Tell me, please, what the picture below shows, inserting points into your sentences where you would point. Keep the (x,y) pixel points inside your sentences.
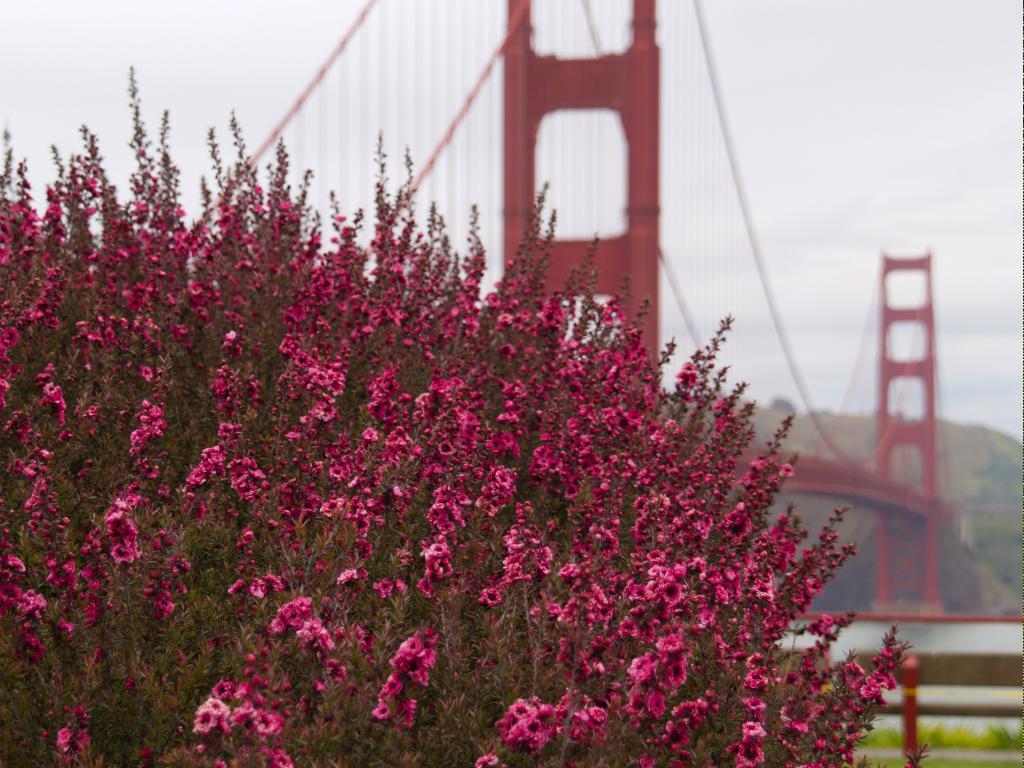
This image is clicked outside. There is a bridge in the middle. There is sky (467,85) at the top (963,78). There is a tree (386,453) in the middle (540,473). It has pink flowers (46,401).
